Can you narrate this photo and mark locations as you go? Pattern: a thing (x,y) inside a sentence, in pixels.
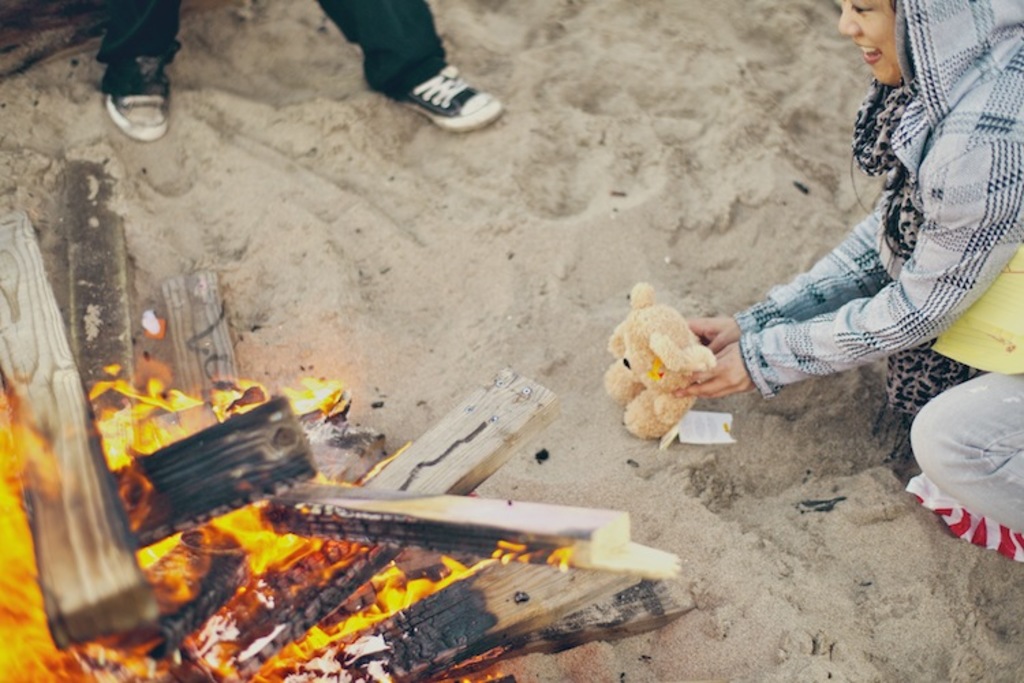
In this picture we can see a bonfire (342,538) on the sand (796,441). Beside there is a girl (941,319) sitting on the sand (867,431) and holding the teddy bear (688,401) in the hand (712,370). Behind we can see the person legs (441,90).
